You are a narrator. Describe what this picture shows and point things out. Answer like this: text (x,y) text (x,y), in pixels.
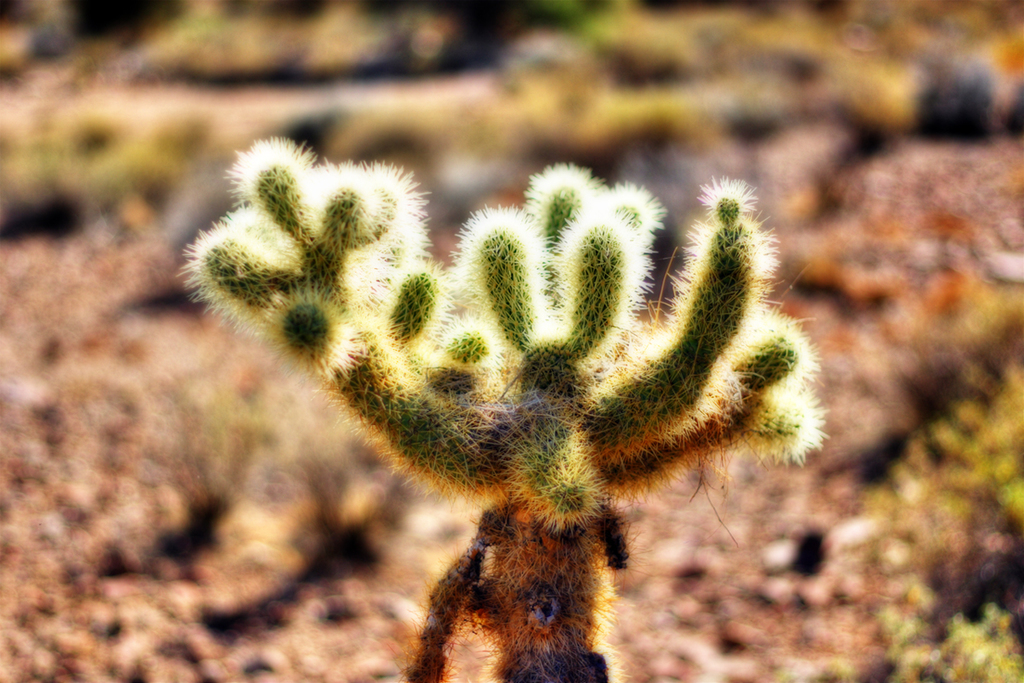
In this image we can see a cactus (561,453).
